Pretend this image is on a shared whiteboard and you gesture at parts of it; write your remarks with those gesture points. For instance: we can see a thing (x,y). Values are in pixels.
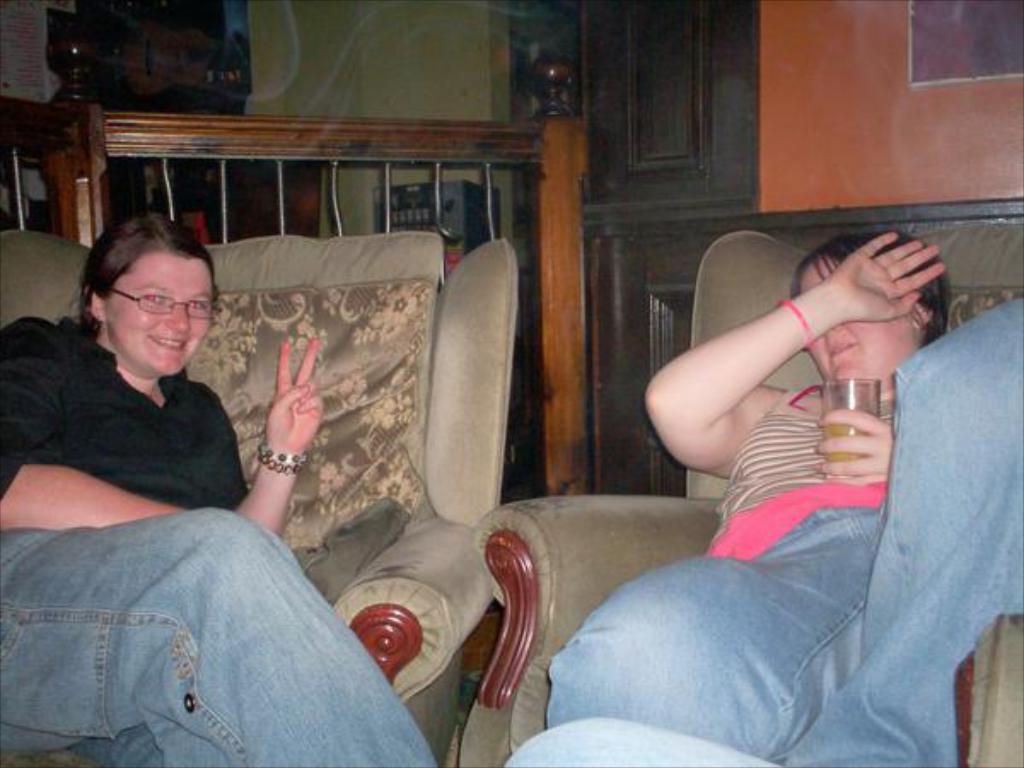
In this image there are persons (93,542) sitting on the sofa (658,518). On the right side (817,467) there is a person (827,517) sitting and holding glass (847,461) in hand (840,447) and on the left side (80,433) there is a woman (144,507) sitting and smiling. In the background (264,174) there is a railing (368,144) and there is a door (685,129), there is an object (447,206) which is blue in colour. On the right side (941,75) there is a poster (968,56) on the wall (953,94).
